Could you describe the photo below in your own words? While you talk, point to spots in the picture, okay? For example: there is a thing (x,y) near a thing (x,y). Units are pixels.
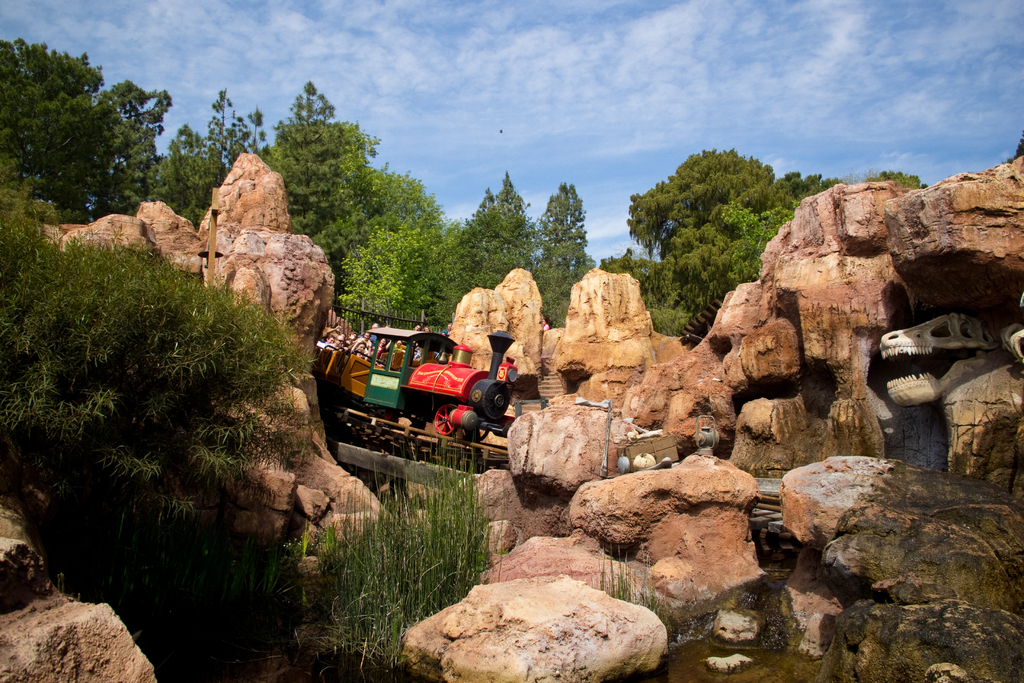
In the image there is a train (458,422) going on track (366,443) in the middle of rock hills (681,432) with grass (367,609) in the front (367,575) and trees (160,178) over the background (564,231) and a animal skull (936,382) on the right side (904,383) and above its sky (562,93) with clouds (710,88).
